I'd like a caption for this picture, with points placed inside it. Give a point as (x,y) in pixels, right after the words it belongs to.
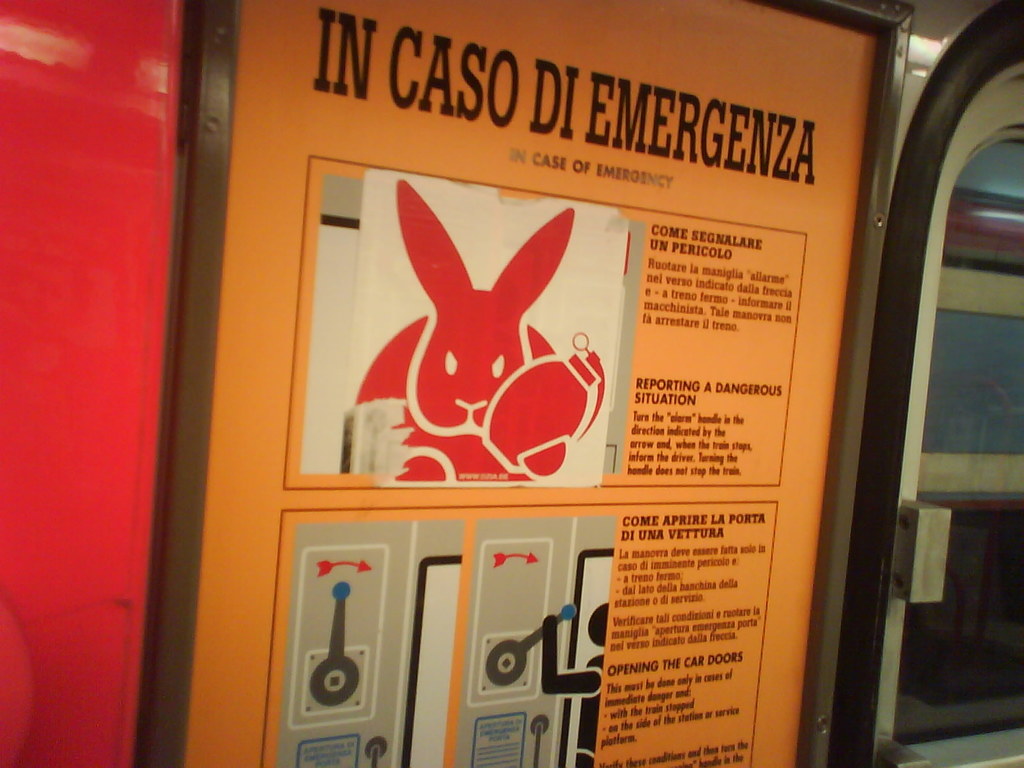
In this image I can see there are instructions (626,546) on this board (644,415). On the right side (994,262) there is the glass window (933,436).
